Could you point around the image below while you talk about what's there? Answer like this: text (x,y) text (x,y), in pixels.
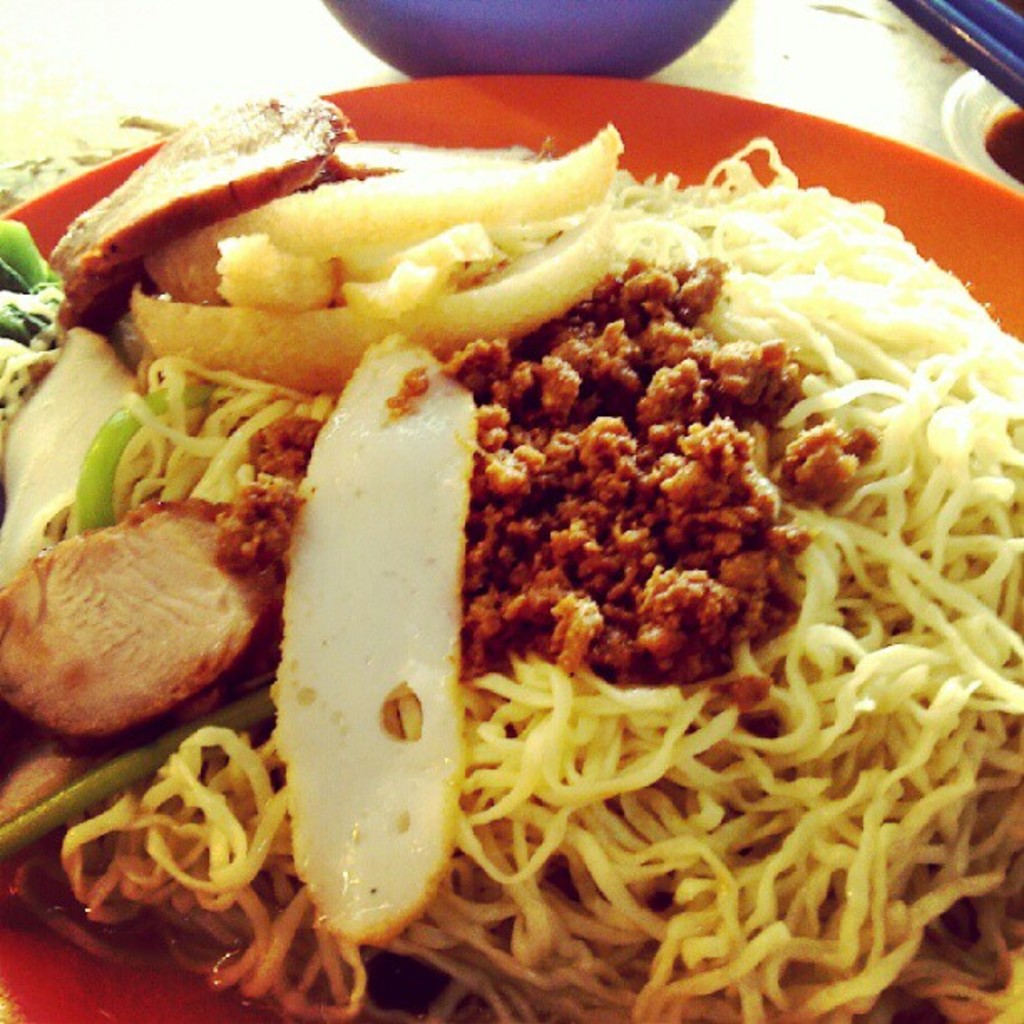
In this image there is a food item (437,500) on the table (757,69).
